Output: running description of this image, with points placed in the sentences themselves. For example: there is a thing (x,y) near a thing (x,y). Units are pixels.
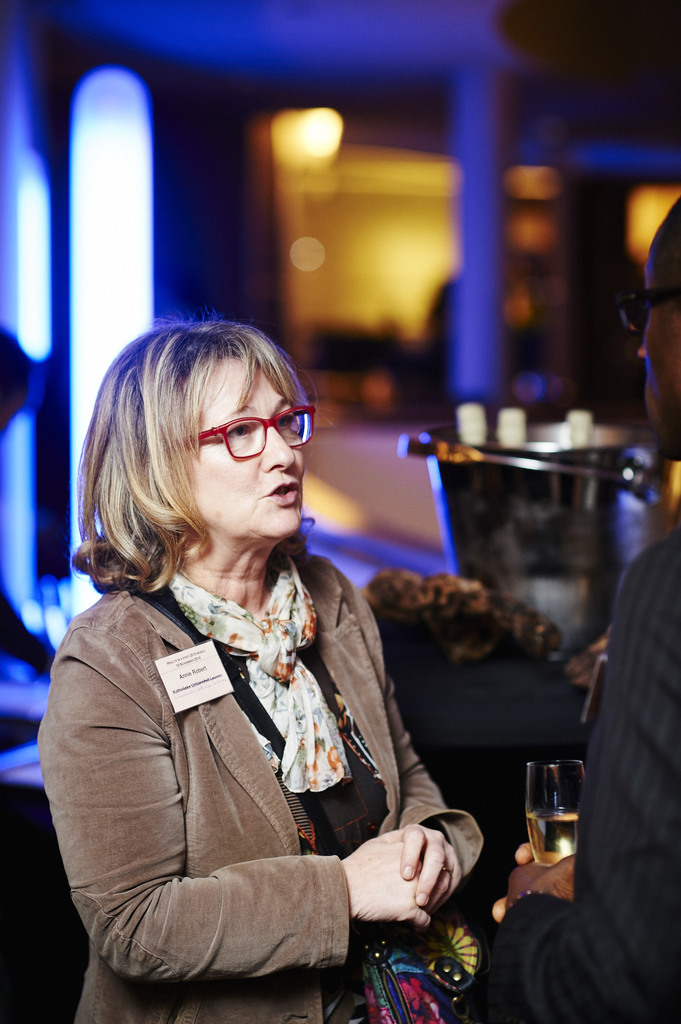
In this image, we can see a woman (319,837) is talking and wearing bag (436,964) and glasses (251,448). On the right side of the image (614,948), we can see a person (675,868) is holding a wine glass (555,839) with liquid (554,836). Background (85,230) there is a blur view. Here we can see few objects (425,684), things (338,345) and light (303,147). On the left side of the image (33,645), we can see human hand (9,624) and head (6,379).
